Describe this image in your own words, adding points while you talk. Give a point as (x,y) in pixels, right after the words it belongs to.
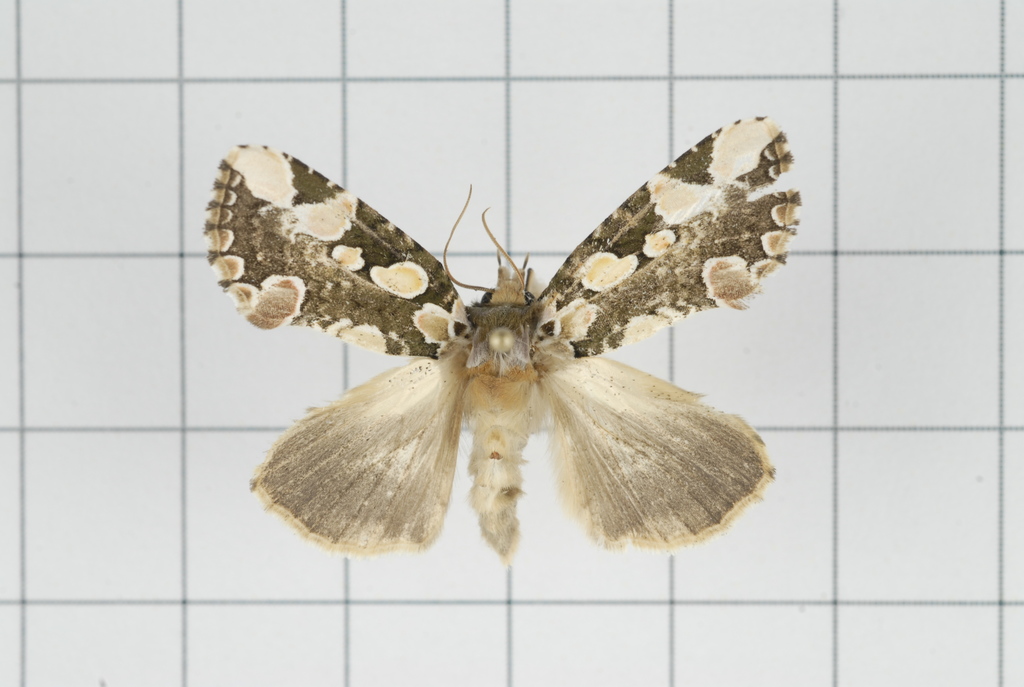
In this picture we can see a insect (587,263) or butterfly (314,283) with colorful wings (575,278) and in the background (159,162) we can see some net type wall (858,160).
